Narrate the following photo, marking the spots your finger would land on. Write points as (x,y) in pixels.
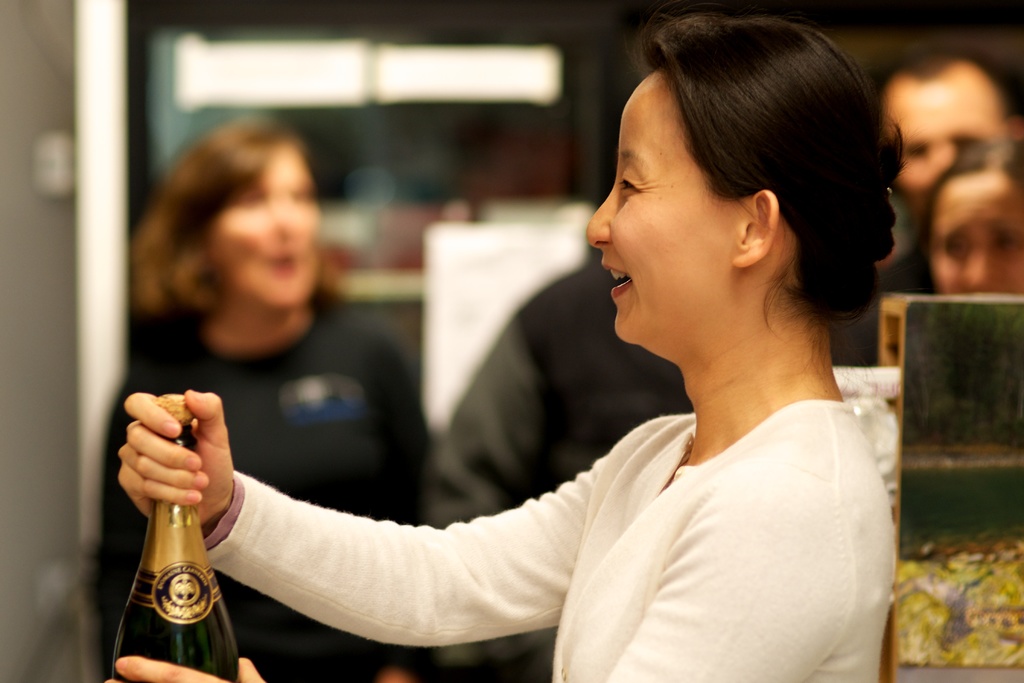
In this image i can see a woman (729,472) holding a bottle (171,584) and smiling, at the background (559,312) i can see few people (319,305) standing and a window (361,291).
